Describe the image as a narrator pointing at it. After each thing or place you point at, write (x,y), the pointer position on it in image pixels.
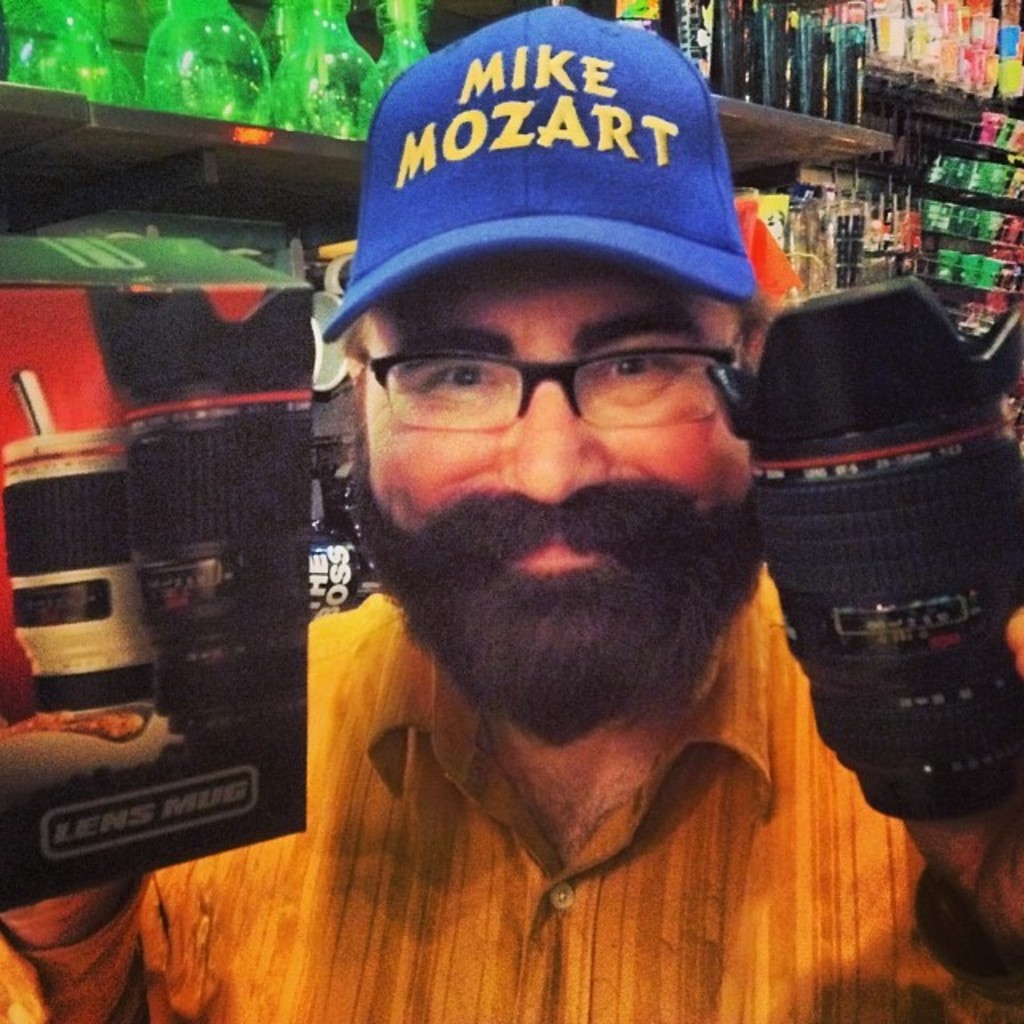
In this picture I can see there is a man (469,511) standing and smiling, he has mustache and beard (691,561) and he is holding lens (980,647) in his hand (1023,660). In the backdrop (324,242) there are few objects (998,166) arranged in the shelf (789,164).
